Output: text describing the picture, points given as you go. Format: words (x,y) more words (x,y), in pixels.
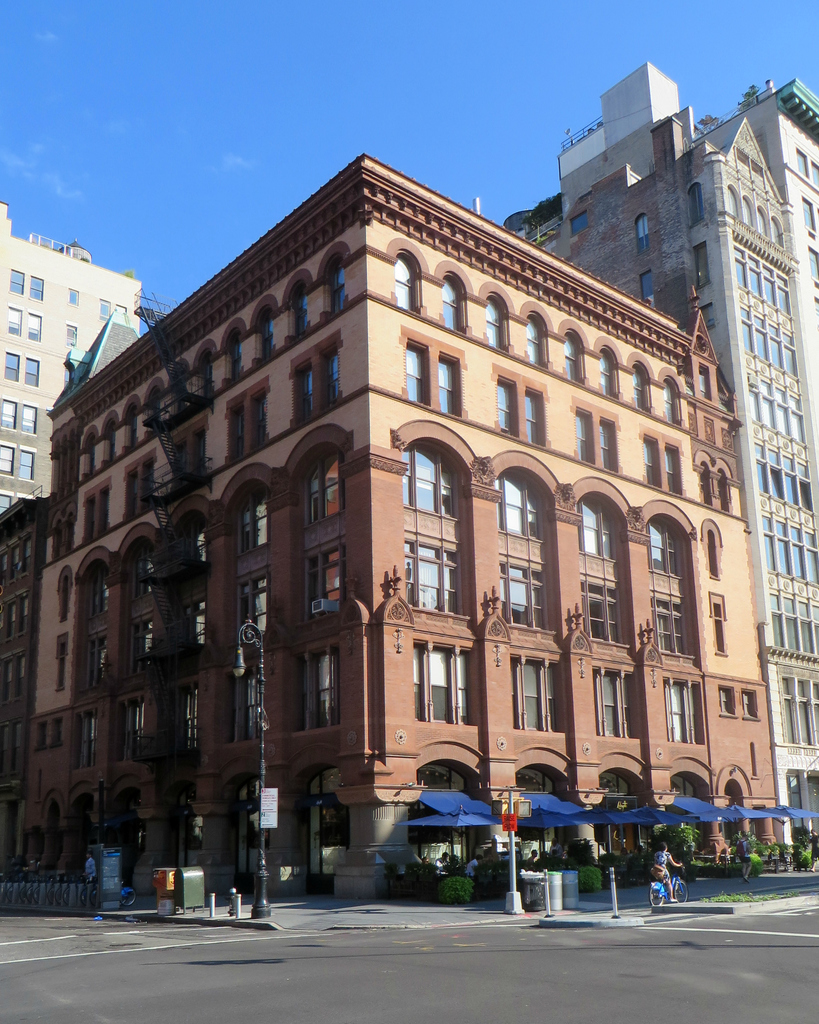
In this image there is a road (568,974), in the background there is a building (274,757), in front of the building (351,641) there is a footpath (733,886), on footpath (712,886) a person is riding a bicycle (674,893) and a man (744,867) is walking.
